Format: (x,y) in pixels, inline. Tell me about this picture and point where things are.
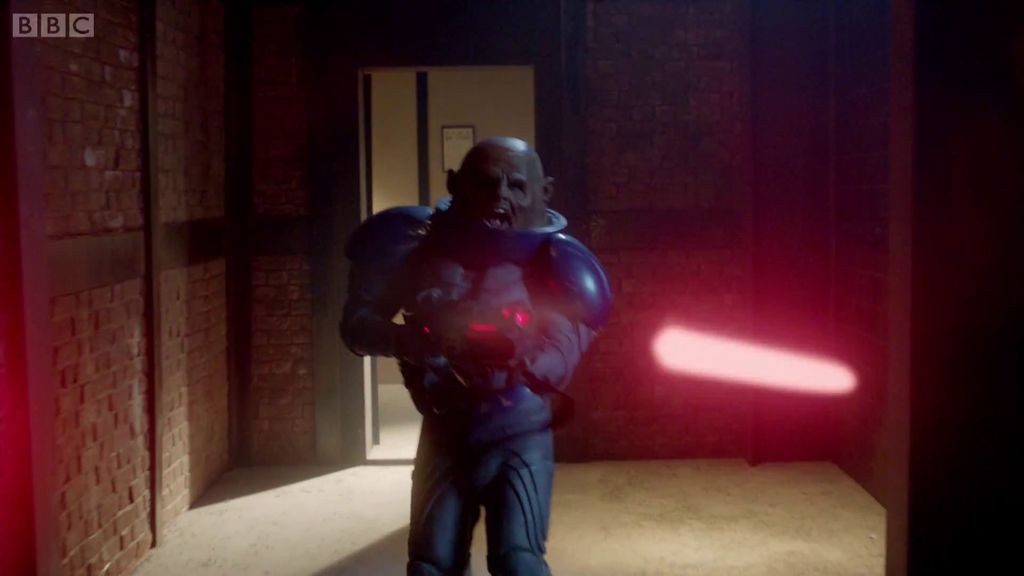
In this picture we can see a person (422,398) wearing a costume (411,241). There is a light (731,350) on the right side (827,364). Text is visible in the top left (35,25). We can see a brick wall (636,352). There is a board (457,130) on the wall (438,164).
